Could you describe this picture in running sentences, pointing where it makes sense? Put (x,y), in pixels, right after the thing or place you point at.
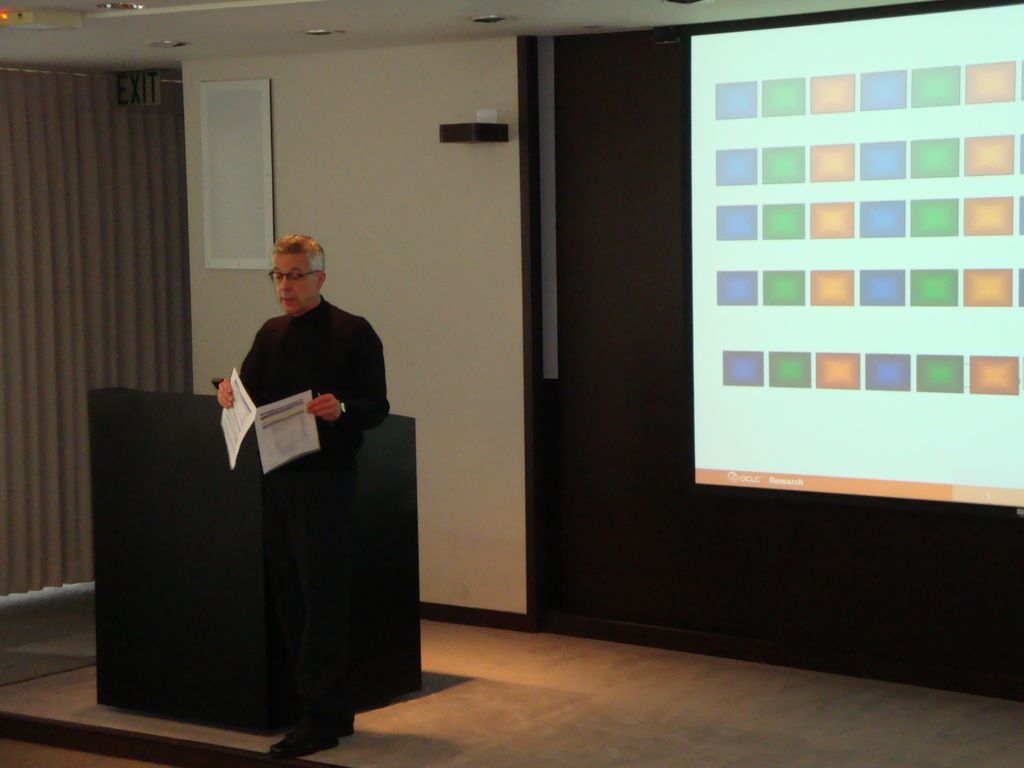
In this image there is a person (314,733) standing and on stage (292,765) holding papers (269,417) in his hand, beside him there is a podium (198,399), in the background (264,73) there is a wall (518,294) and there is a screen (830,28) on that screen (884,90) there are some boxes (838,361), at the top (519,8) there is a ceiling (52,44) and lights (312,28).
